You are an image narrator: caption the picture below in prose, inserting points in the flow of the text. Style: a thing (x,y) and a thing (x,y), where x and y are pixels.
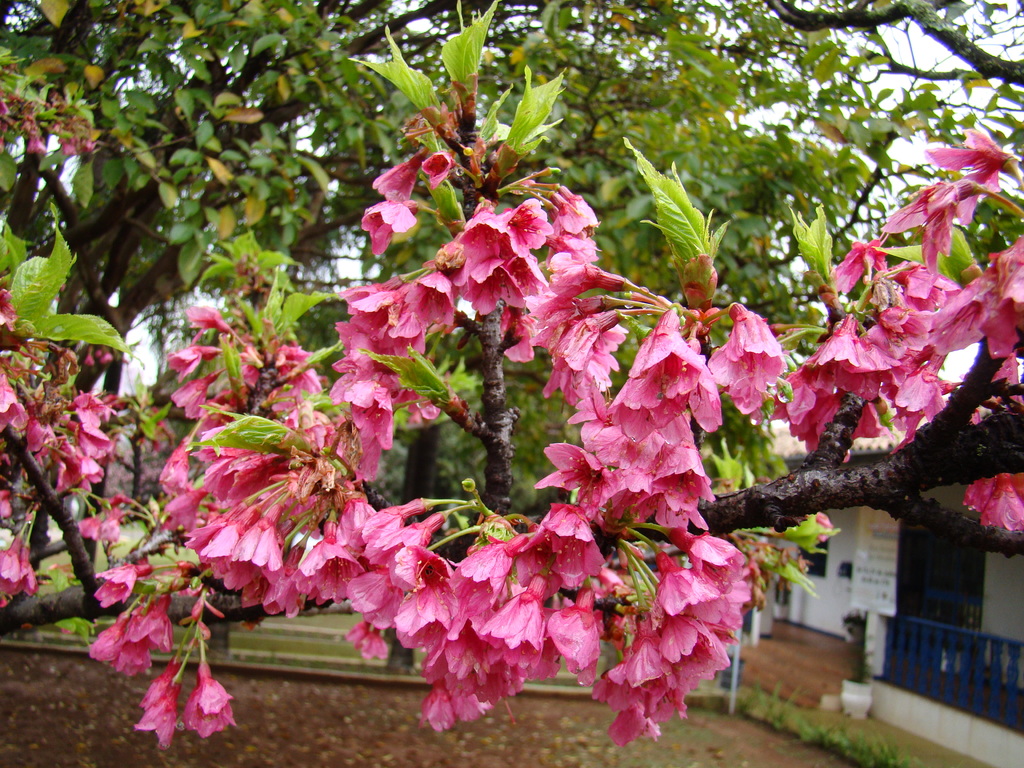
In the picture we can see a part of the stem (508,420) with pink colored flowers (396,303) to it and behind it, we can see the tree (437,358) and beside it, we can see a part of the house (935,559) and from the trees (760,75) we can see a part of the sky (127,82).
